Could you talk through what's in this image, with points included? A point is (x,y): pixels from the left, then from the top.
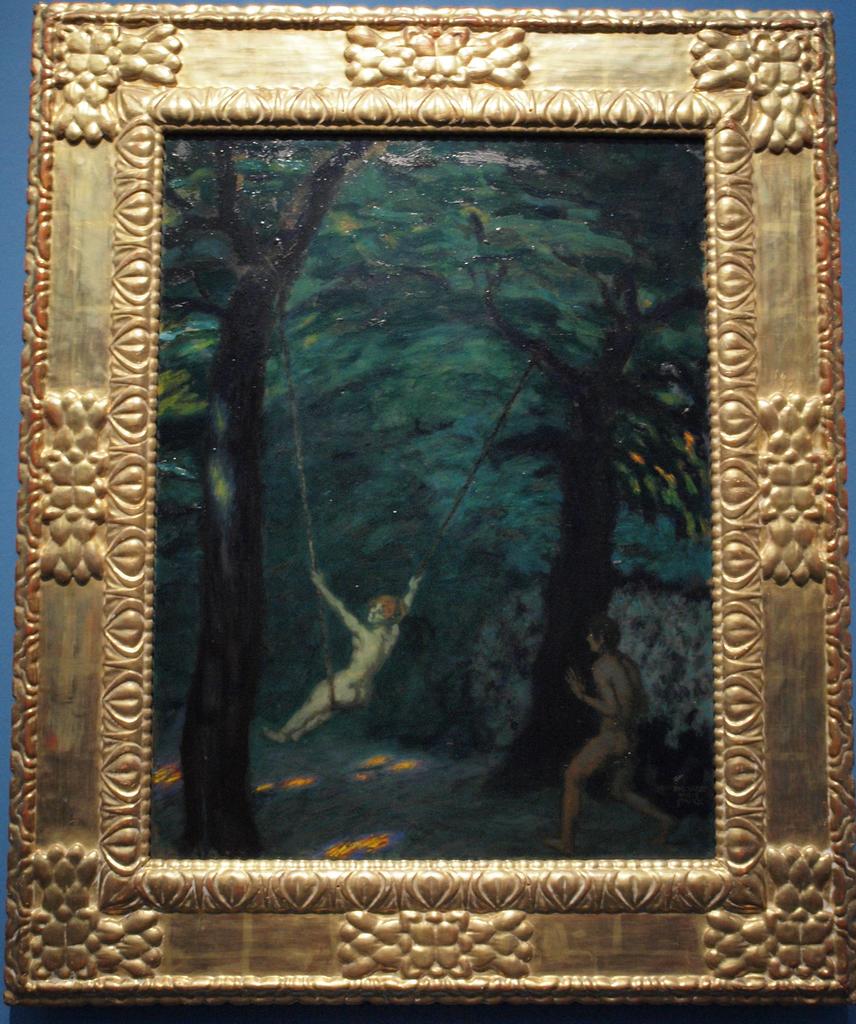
This is a picture of a photo frame (753,910) with a photo (674,625), where there are two persons (611,774) and there are trees (300,515) in the photo (300,462) of the frame (802,190).
